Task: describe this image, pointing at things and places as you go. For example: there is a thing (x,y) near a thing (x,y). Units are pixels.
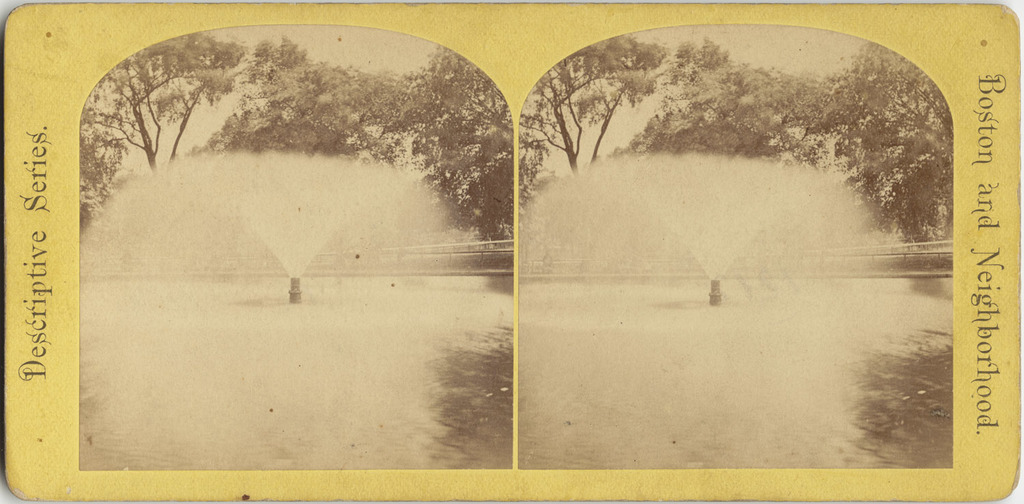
In this image I can see the yellow color object (485,490). On an object (362,480) I can see the two same pictures (366,351) of fountain (303,234), trees (504,125) and the sky (347,45). I can also see something is written on it.
